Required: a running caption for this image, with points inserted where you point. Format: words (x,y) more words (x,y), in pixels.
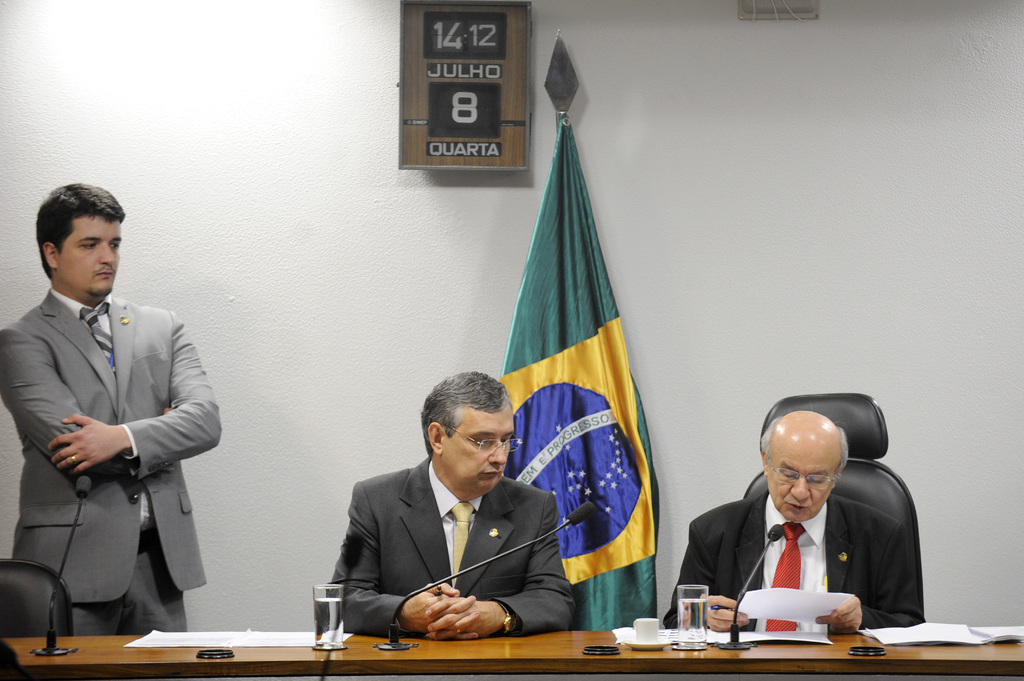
As we can see in the image there is a white color wall (350,245), flag (538,245) and few people (337,581) over here and there are chairs (879,471) and tables (551,672). On tables (410,642) there are mics (392,626), papers (226,642) and glasses (322,592).
